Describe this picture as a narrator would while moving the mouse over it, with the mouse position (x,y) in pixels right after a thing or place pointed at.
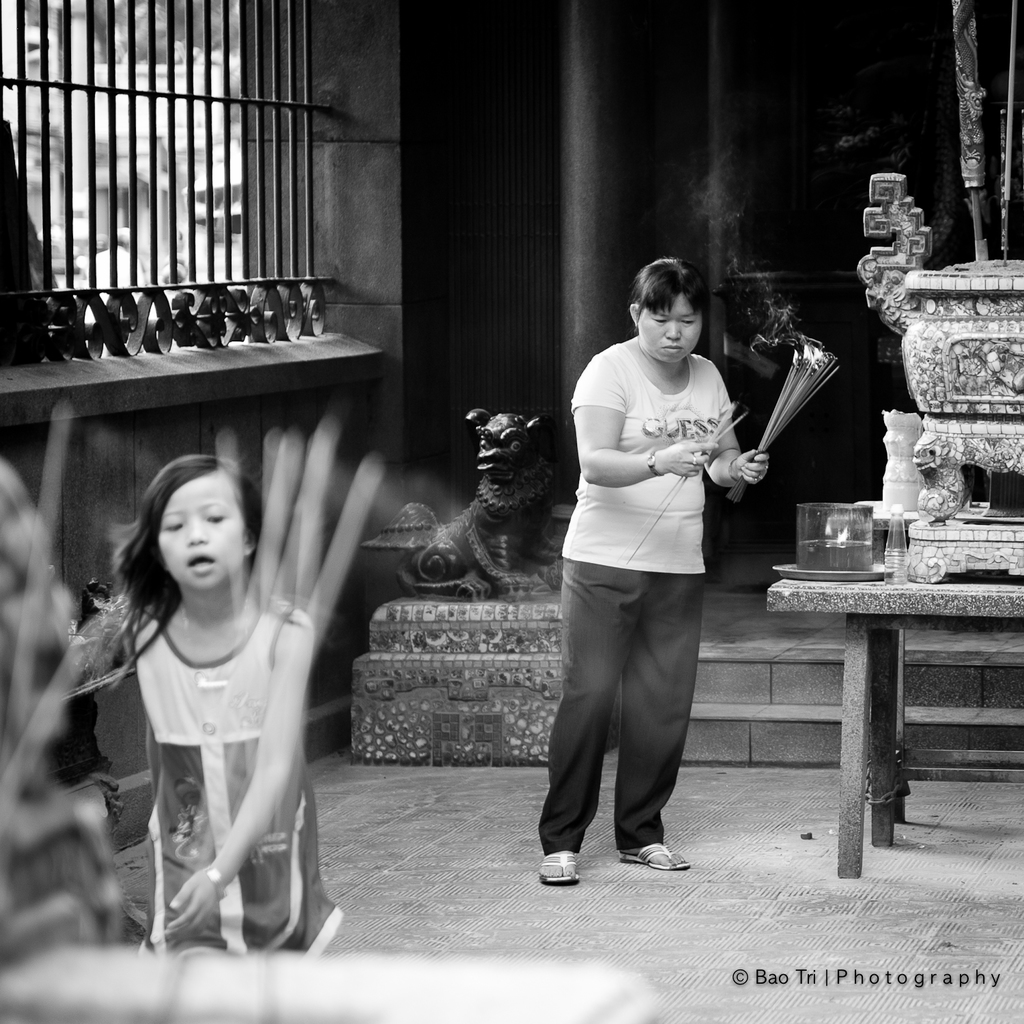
On the left side (276,725), there is a girl (292,621) walking. On the bottom right (843,972), there is a watermark (814,980). In the background (642,401), there is a woman (692,377) holding sticks (665,508) with both hands (767,463) and standing. Beside her, there are some objects (837,558) arranged on the table (812,581) and a statue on a platform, there is a fence (191,119) attached to a wall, through this fence (49,242) we can see there are buildings (125,138).
